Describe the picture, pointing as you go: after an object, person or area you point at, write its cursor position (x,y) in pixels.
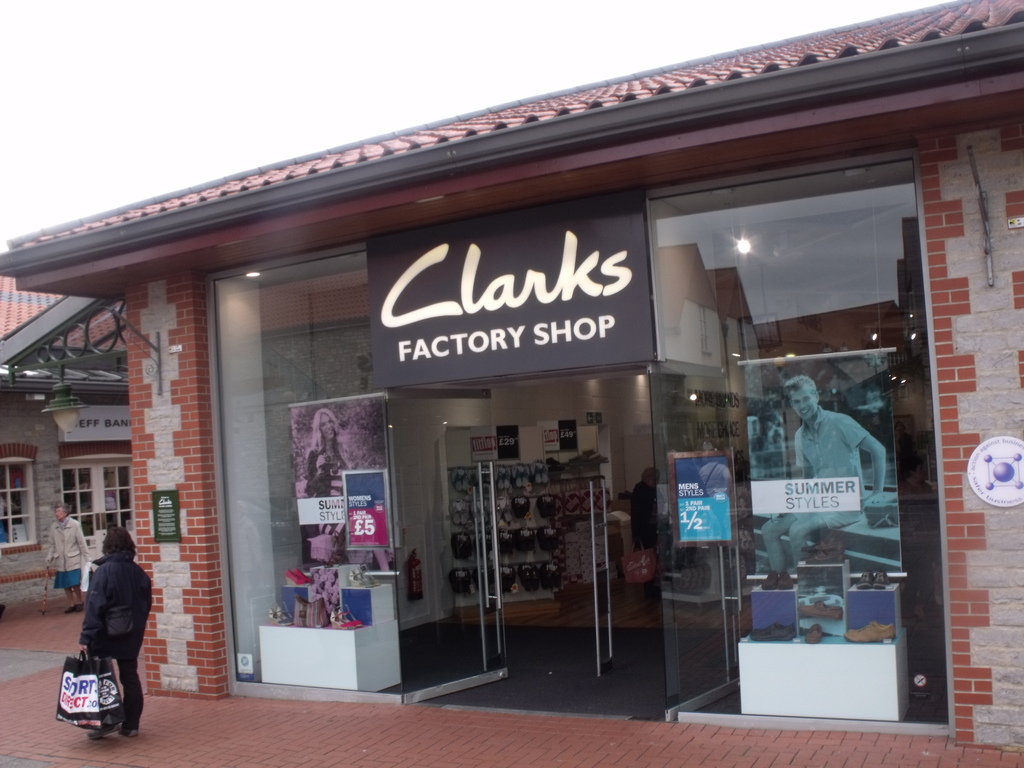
In this image in the center (418,471) there is one store (585,452), in that store (705,532) there are some shoes (462,546) and some boxes (868,608) and some persons (636,507) and also there is one glass door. On the door (450,525) there are some posters (319,556), on the left side (116,599) there two persons (104,580) who are walking and also there are some buildings (61,449). At the bottom (218,723) there is a walkway (593,756).
